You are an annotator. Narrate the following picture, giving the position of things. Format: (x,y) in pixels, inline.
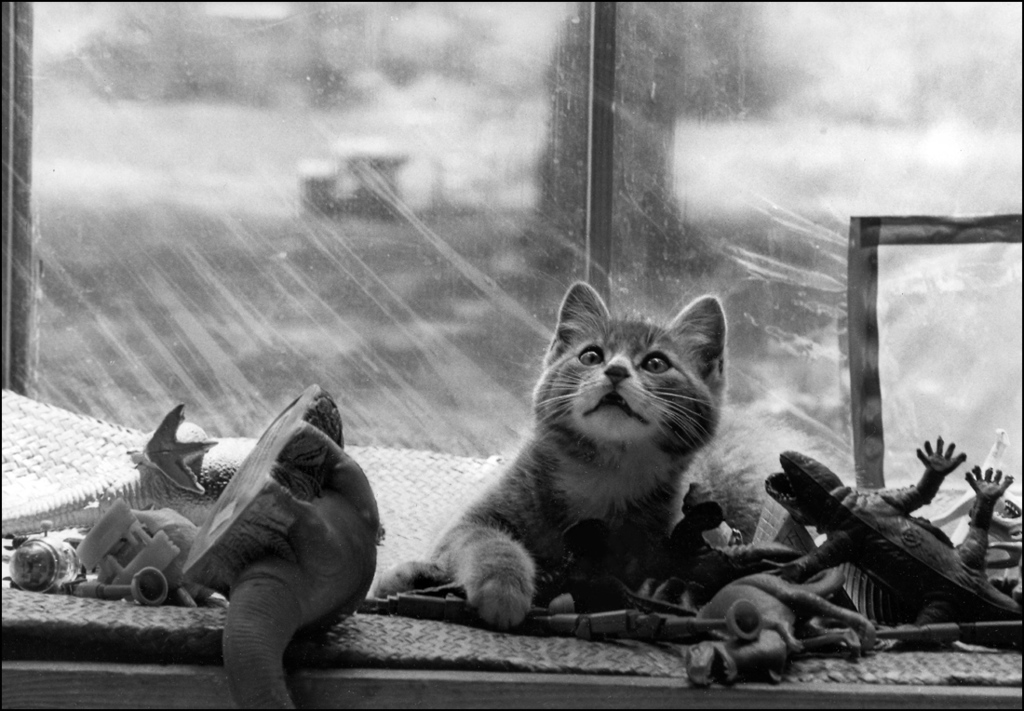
In the middle (660,433) a cat (603,428) is laying, there are toys (982,523) of different animals (858,524). This is a glass window (425,161) in the middle of an image (372,426).
